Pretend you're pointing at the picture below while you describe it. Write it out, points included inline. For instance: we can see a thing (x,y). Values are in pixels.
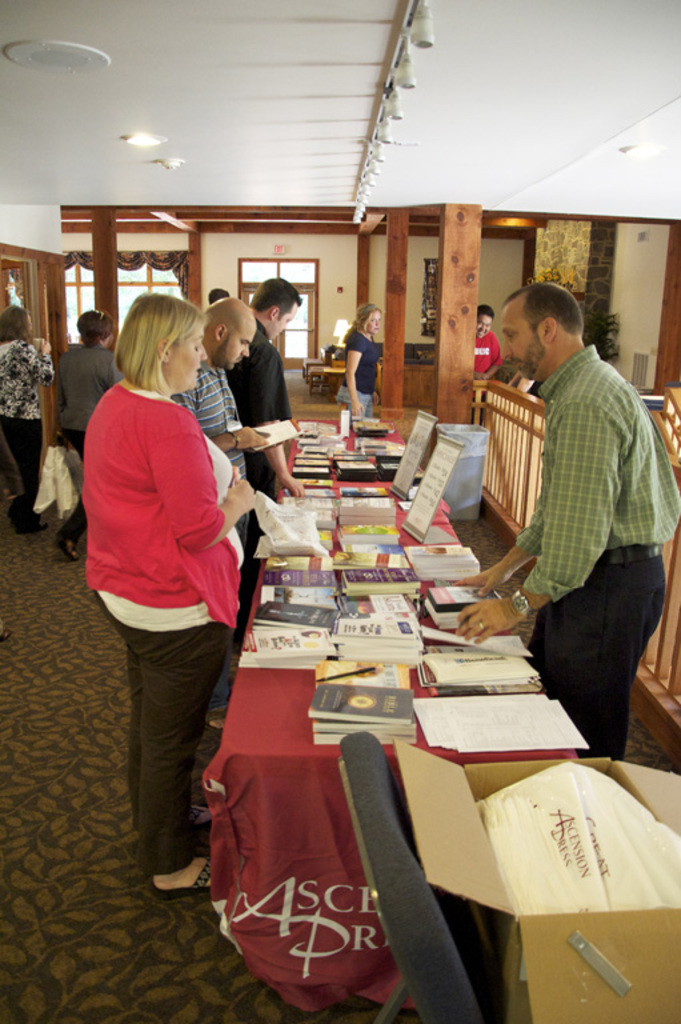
There is a room (672,277). There is a group of people (357,389). They are standing. There is a table (402,441). There is a books (377,562) on a table (315,487). We can see in background (134,173) white color roof (433,149), curtain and window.
